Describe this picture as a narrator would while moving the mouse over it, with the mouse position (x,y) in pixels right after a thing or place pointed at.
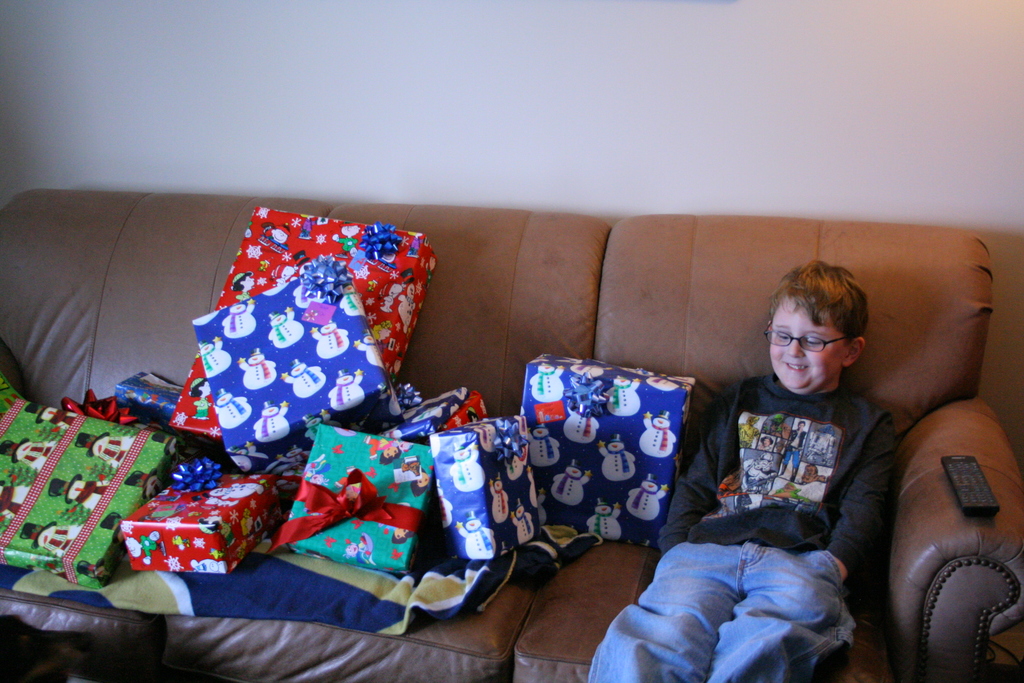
In this image there is a person (739,538) sitting on the sofa (161,330). On the sofa (621,592) there are so many gifts (370,458) and a remote (969,508) are placed, behind the sofa (926,489) there is a wall (524,146).
